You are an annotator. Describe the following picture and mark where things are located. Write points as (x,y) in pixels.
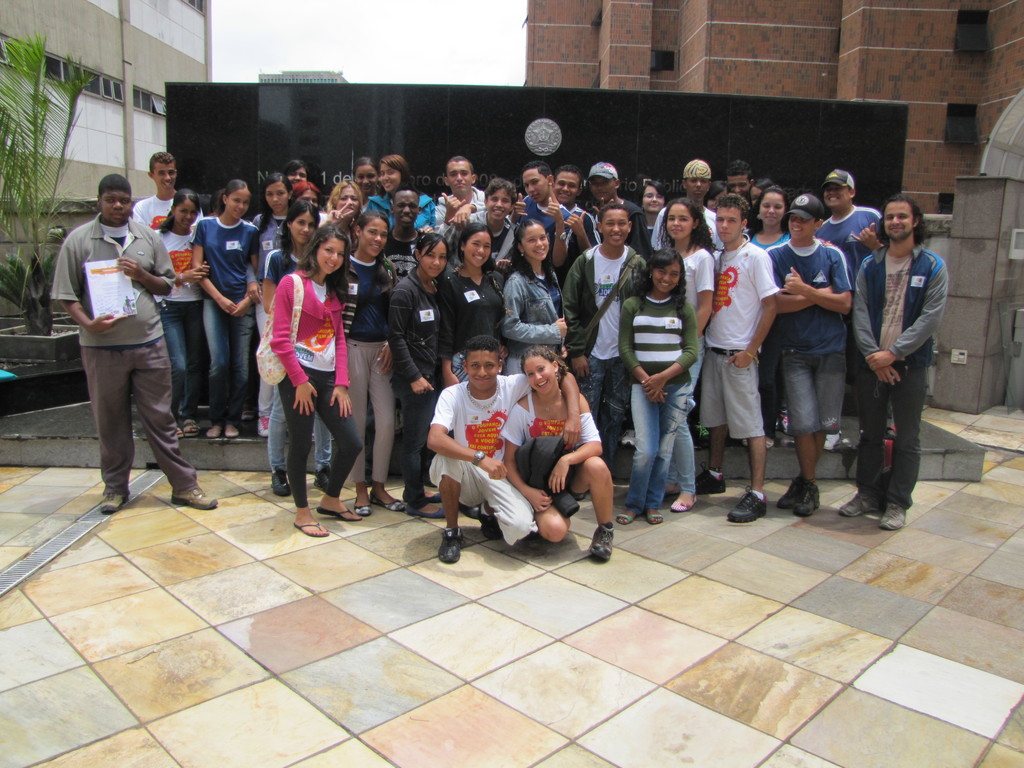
In this picture we can see some people (725,298) are standing, on the left side (38,220) there is a tree (33,209), in the background (752,88) we can see buildings (115,51), there is the sky (386,44) at the top of the picture (370,44), a man (150,339) on the left side (117,307) is holding a book (128,297).
